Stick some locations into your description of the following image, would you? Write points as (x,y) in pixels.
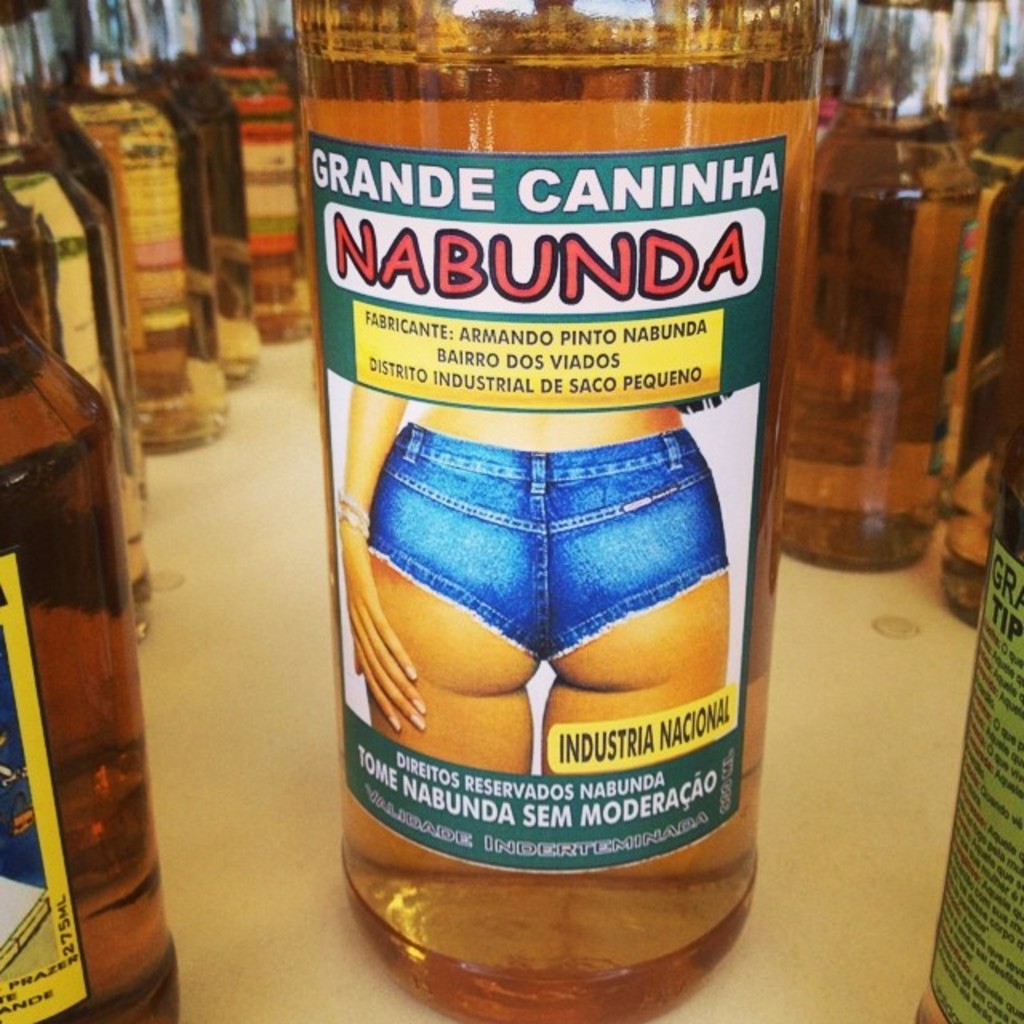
There are number of bottles (418,420) in this image and at the middle of the image (511,607) there is a bottle (473,157) called Nabunda.
